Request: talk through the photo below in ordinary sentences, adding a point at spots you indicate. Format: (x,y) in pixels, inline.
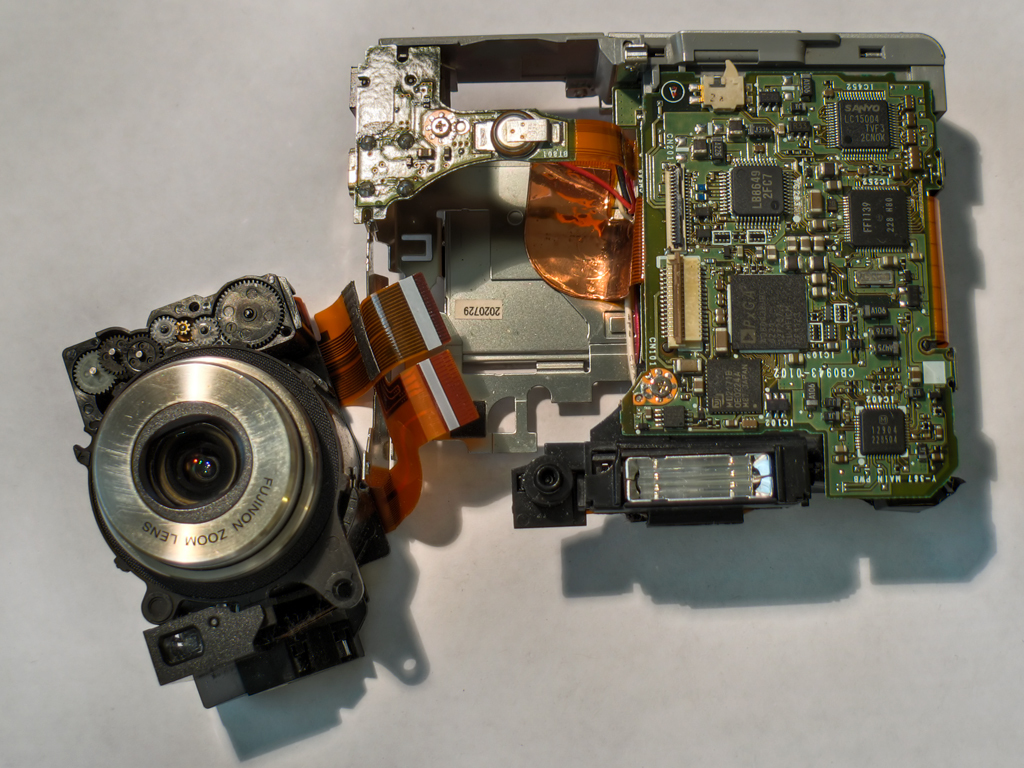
In the center of the image (462,411) there is a object (234,282) on the surface (191,205).
